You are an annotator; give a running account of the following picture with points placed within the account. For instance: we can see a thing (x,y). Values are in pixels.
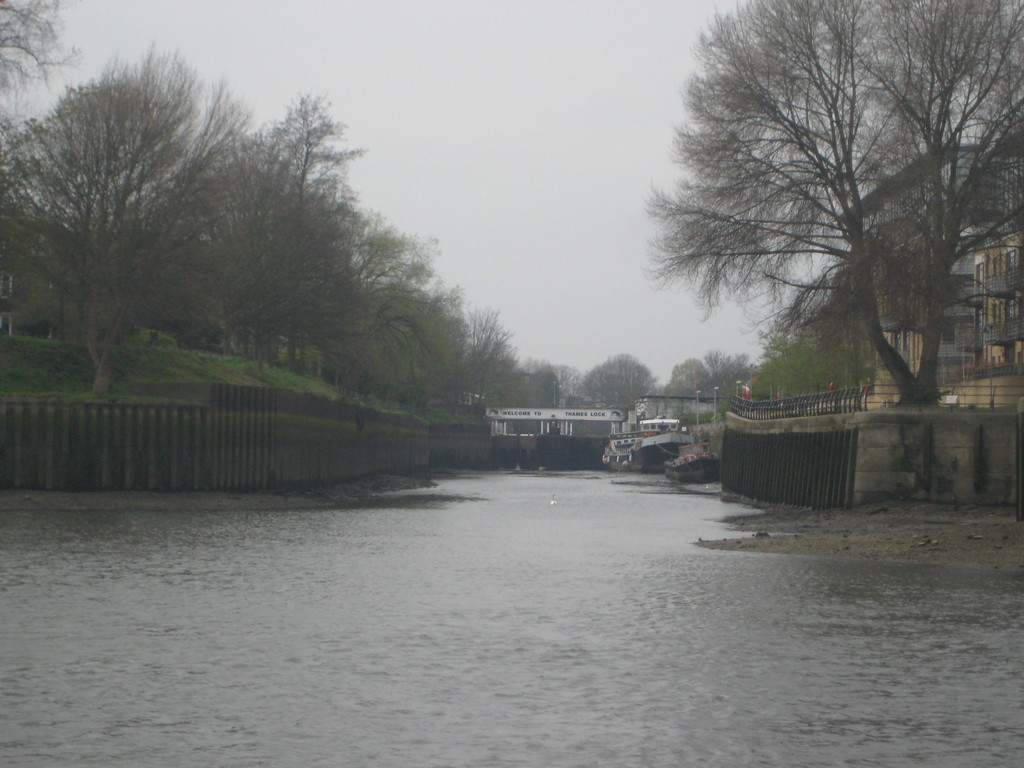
In this image I can see a water (459,698), few boats (674,438) and a fencing (792,475) on both-sides. I can see a trees (739,368), buildings (949,354), windows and poles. The sky (578,56) is in white color.
